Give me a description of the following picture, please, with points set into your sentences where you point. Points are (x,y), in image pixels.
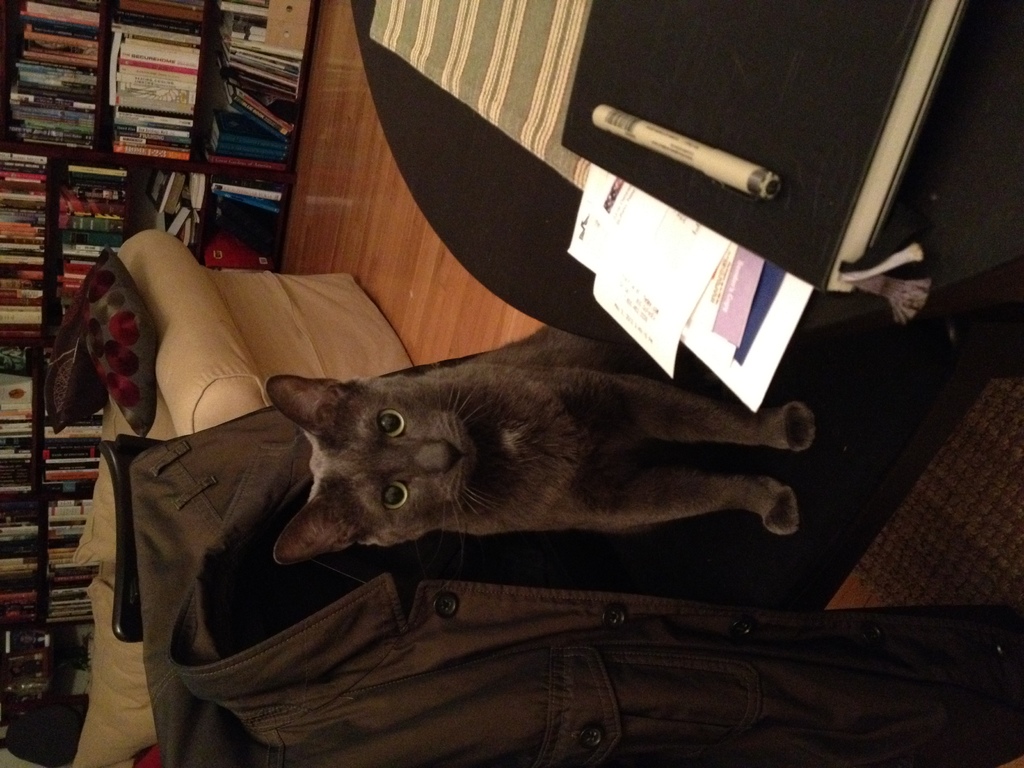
In this image I can see a cat (803,419) standing on the chair (705,524). The cat (525,478) is in gray color, I can also see a book (822,149) and paper (677,222) on the table (529,213). Background (266,65) I can see few books (160,4) in the rack (48,326).
